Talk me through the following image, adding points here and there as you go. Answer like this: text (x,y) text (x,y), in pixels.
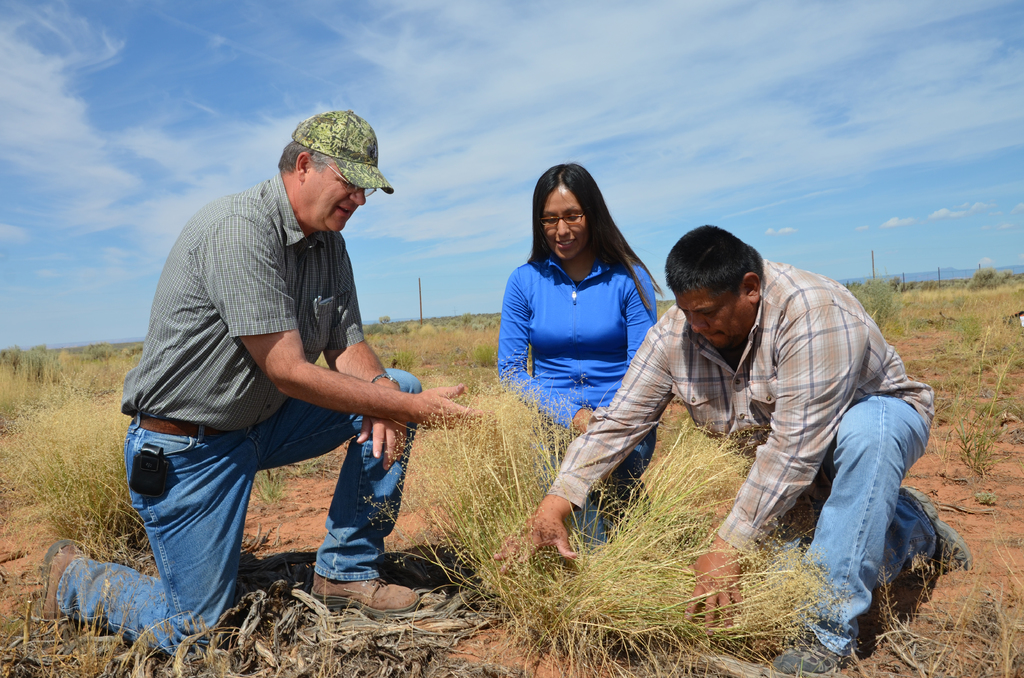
In this image we can see three persons (397,377). One person (303,353) is wearing cap (374,173) and specs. On the ground (422,454) there is grass (519,405). In the background (467,80) there is sky (467,80) with clouds (421,137).
